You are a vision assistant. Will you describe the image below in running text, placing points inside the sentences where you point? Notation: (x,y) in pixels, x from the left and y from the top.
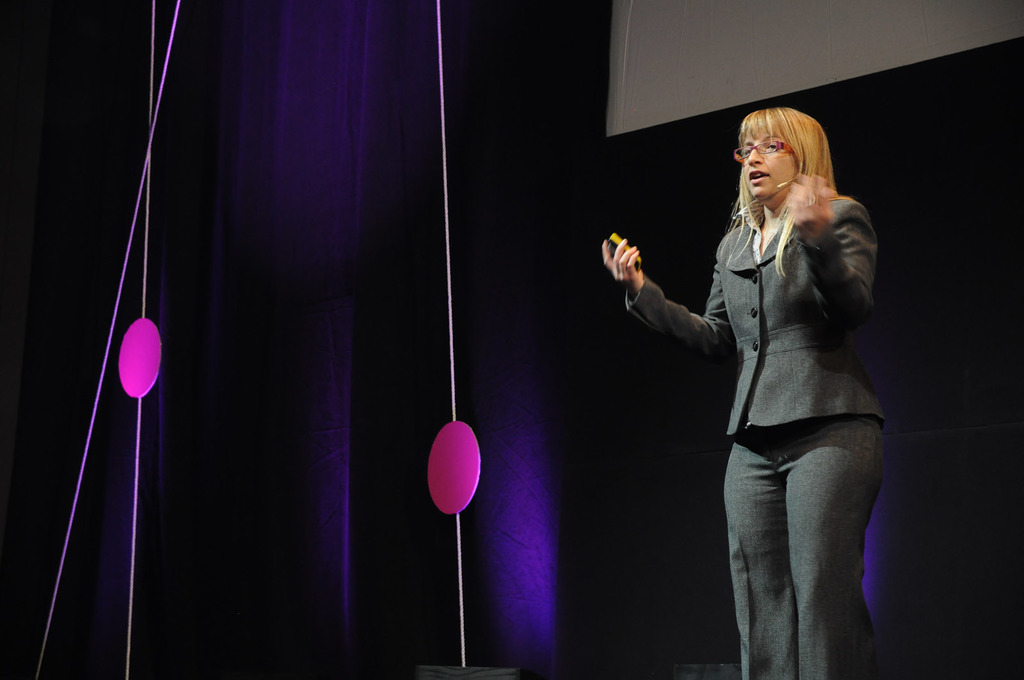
On the right side of the image (804,346) there is a lady (825,378) standing and she kept spectacles (756,150) and she is having mic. And she is holding an object (620,243) in her hand (605,252). Behind her at the top of the image (656,26) there is a screen (623,36). And also there are decorative items (144,369) and lights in the background (105,371).
